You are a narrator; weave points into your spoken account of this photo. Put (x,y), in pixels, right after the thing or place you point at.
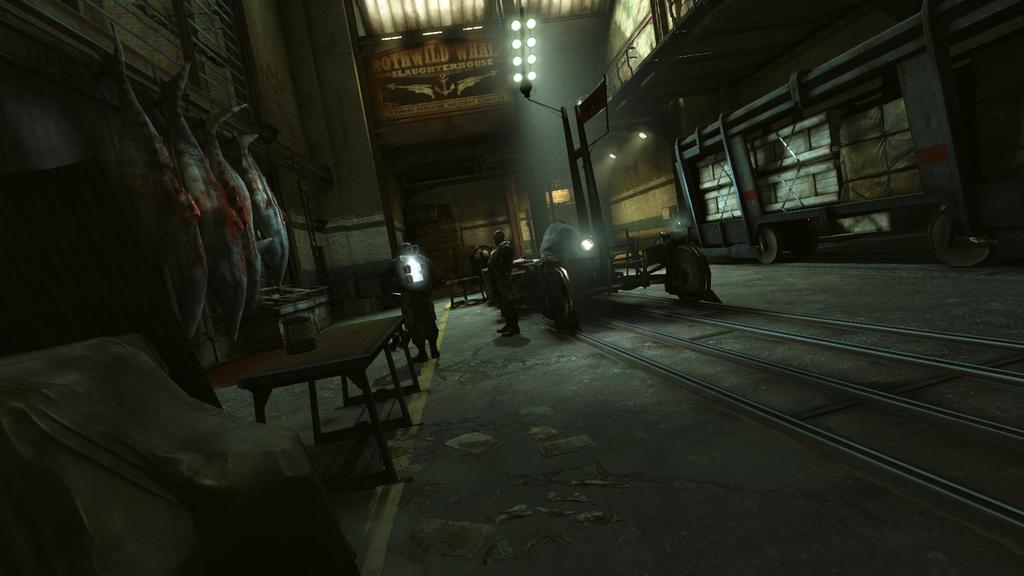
In this picture we can see an inside view of a building (647,463), here we can see few people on the ground (656,458) and we can see a table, meat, wall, lights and some objects (953,6).
